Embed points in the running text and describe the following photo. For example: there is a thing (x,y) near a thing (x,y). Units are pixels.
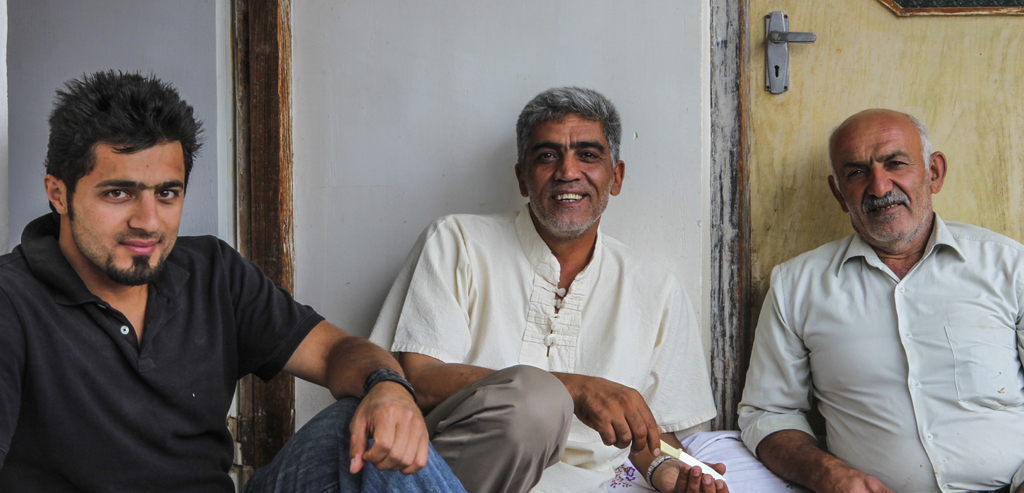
In the middle of the image (531,213) three persons (1004,345) are sitting, smiling and he is holding a knife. Behind them we can see a wall (544,9) and door (784,82).
